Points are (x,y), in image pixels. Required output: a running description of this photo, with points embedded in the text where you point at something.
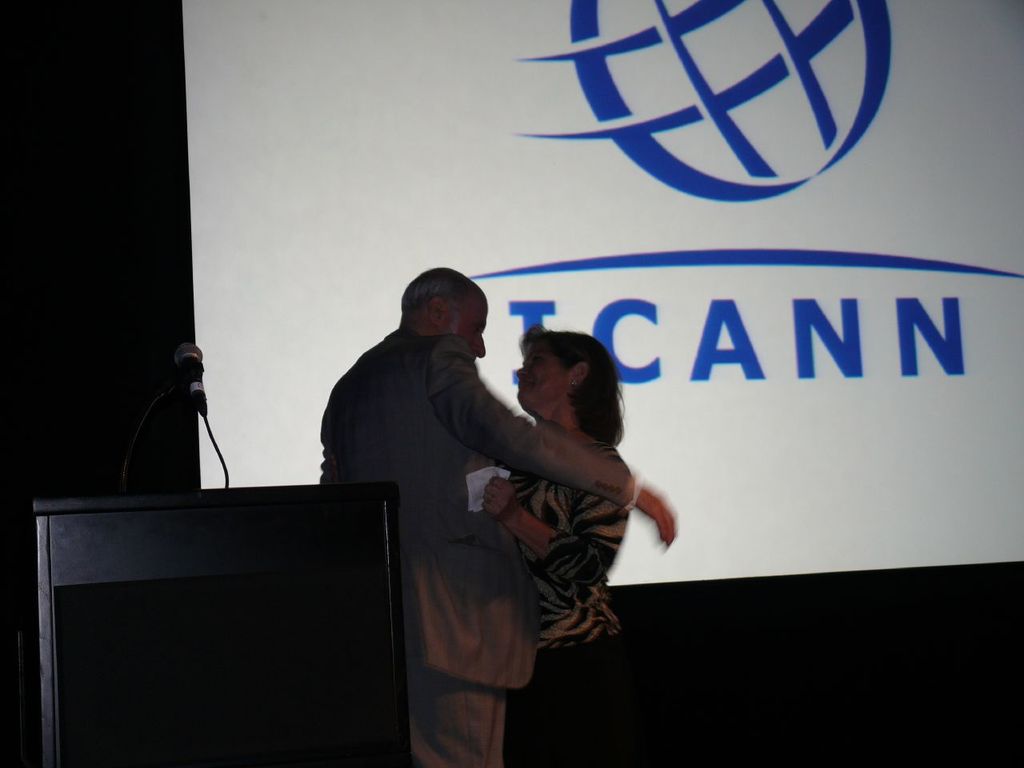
In this image there is a man (509,549) and a lady (509,494). Here there is a podium (193,508). On it there is a mic (194,398). In the background (211,407) there is a screen (808,349).
